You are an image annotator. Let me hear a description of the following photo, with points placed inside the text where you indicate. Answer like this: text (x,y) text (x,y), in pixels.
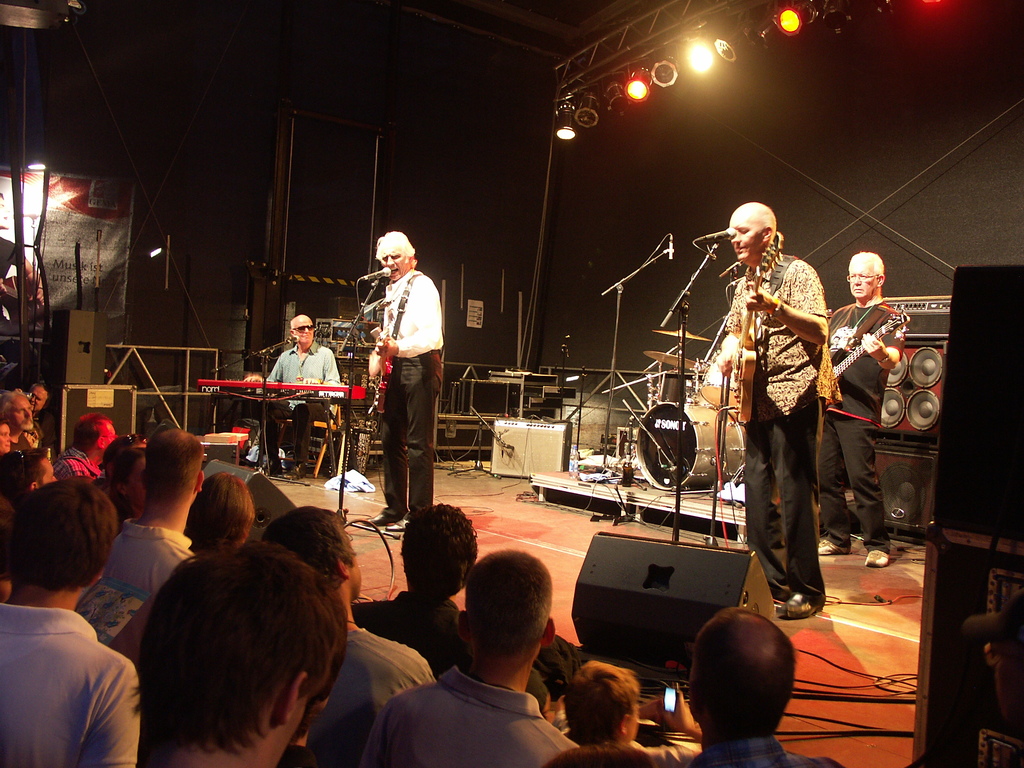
In this picture there are group of people (858,368) those who are singing on the stage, there are spotlights (583,107) above the area of the image, the person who is sitting at the left side of the image (289,394) he is playing the piano (279,387) on the stage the two persons (415,444) are playing the guitar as well as they are singing in the mics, there is a person (875,268) who is standing at the right side of the image (858,273) he is playing the guitar (850,352), there are speakers (711,568) on the stage (528,536) at the right side of the image (1022,309), there is a drum set (735,465) at the center of the image (658,471) and there are some people (13,412) those who are standing in front of the stage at the left side of the image (217,537) as audience (323,526) and there is a flex (30,222) at the left side of the image (111,273).
